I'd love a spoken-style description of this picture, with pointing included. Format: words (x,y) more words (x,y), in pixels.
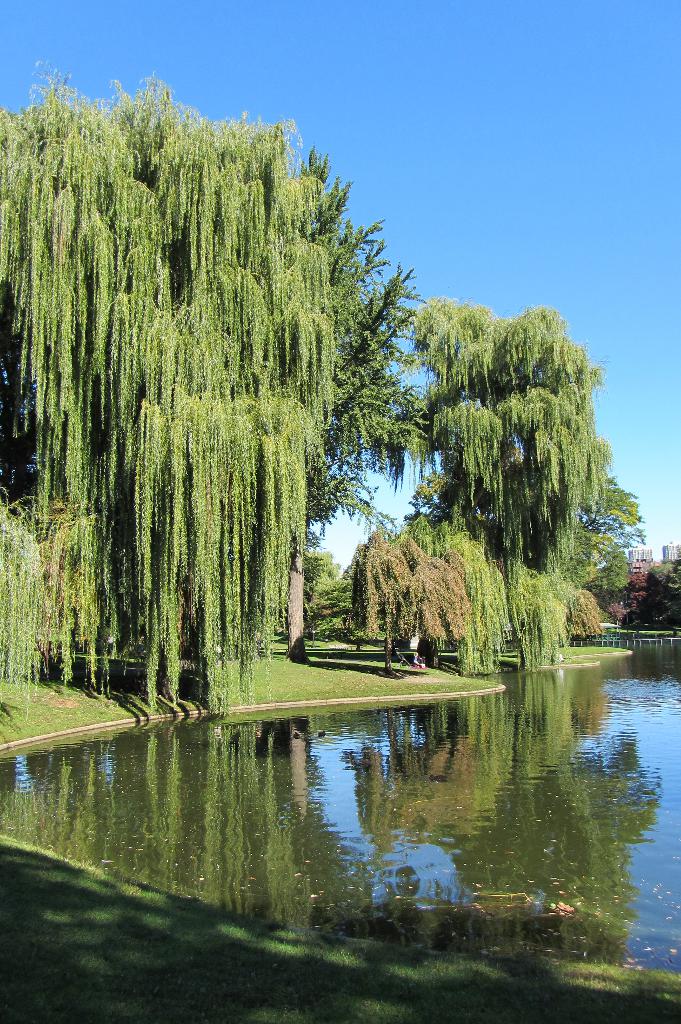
In this picture there is water (447,815) in the right corner (479,804) and there are few trees (320,564) placed on a greenery ground (72,703) and there are buildings (675,556) in the background (630,569).
